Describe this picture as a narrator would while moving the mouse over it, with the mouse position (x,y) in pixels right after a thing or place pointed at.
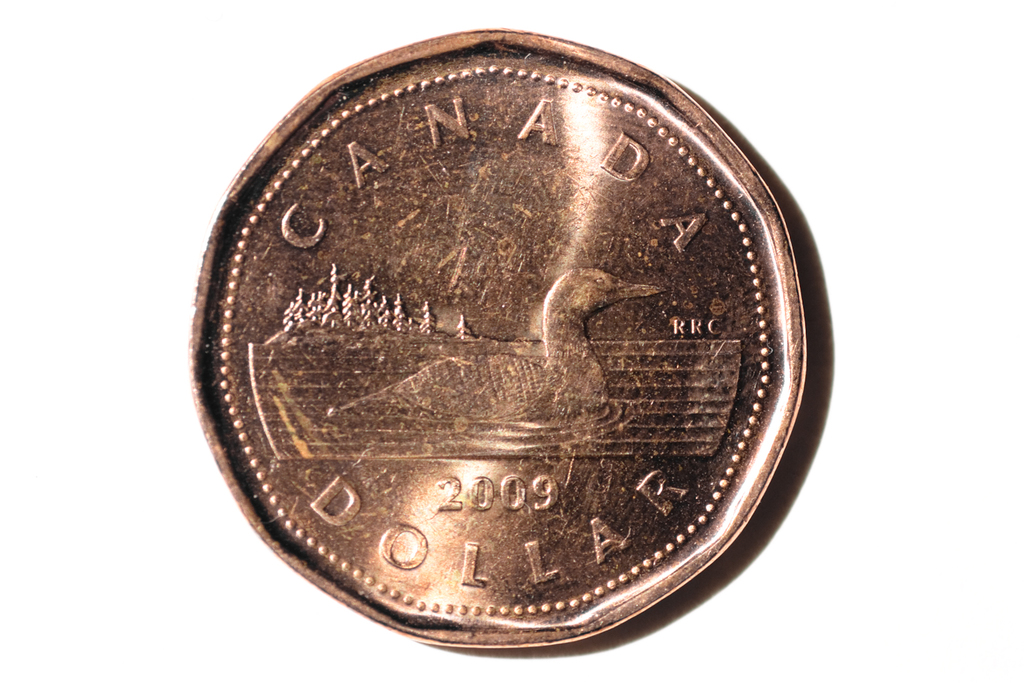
In this image there is a coin (306,203) on which there is a text (294,242) and image of a bird (547,394), numbers (508,490), background (181,458) is white.
